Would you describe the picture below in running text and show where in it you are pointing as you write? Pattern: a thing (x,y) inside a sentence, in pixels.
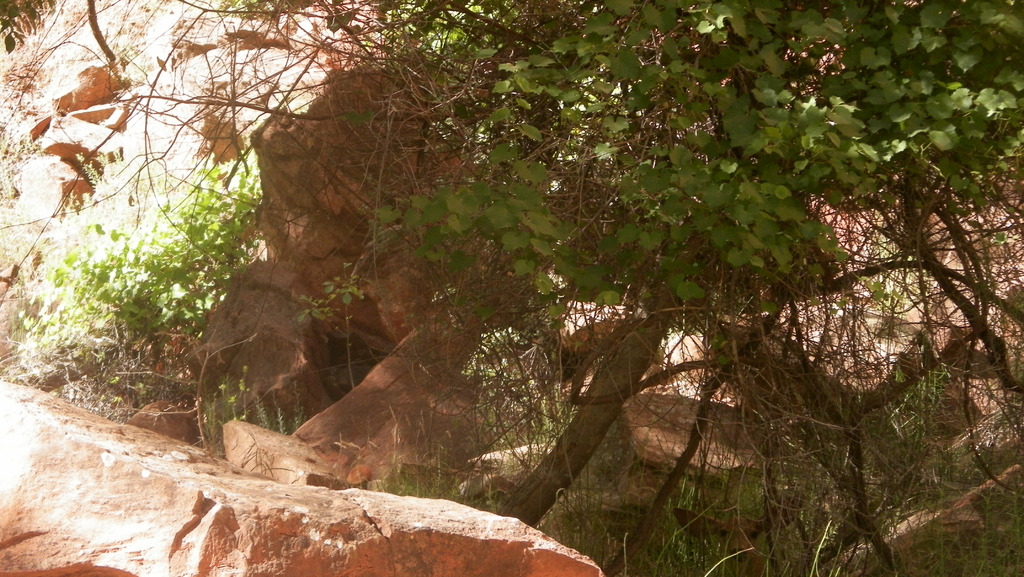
In this image we can see mountain (279,287) and on mountain (282,509) tree (758,195) is there.
